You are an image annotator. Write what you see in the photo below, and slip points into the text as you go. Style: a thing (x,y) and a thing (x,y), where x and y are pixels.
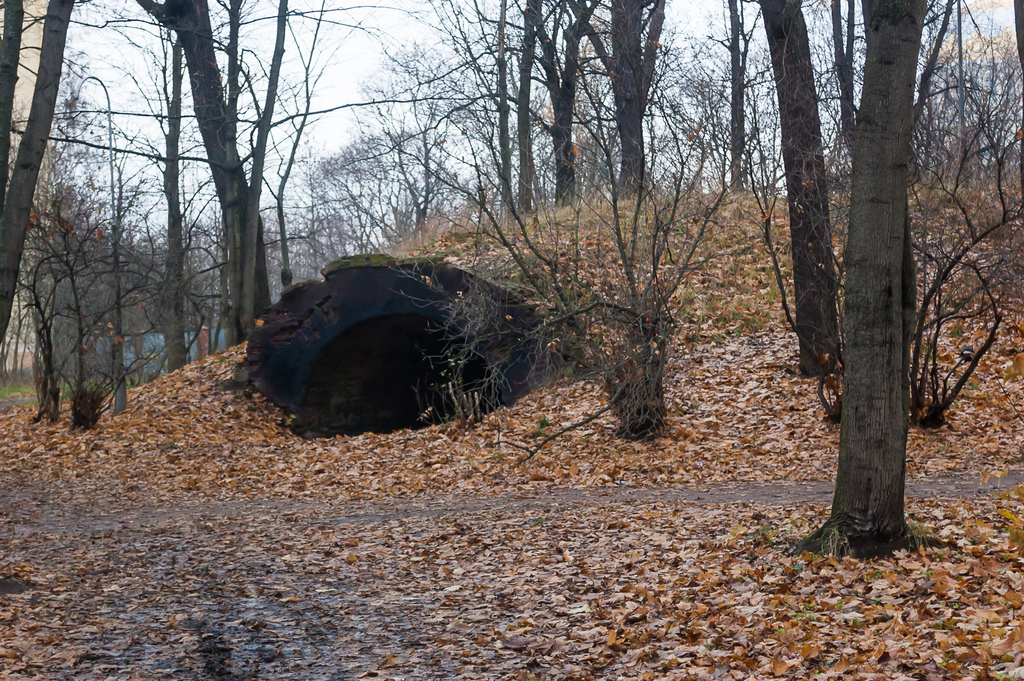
In this image I can see in the middle (344,340) there is the cave (402,359) and there are trees (530,185). At the top (367,56) it is the sky (407,47), at the bottom (479,468) there are dried leaves (262,672).
